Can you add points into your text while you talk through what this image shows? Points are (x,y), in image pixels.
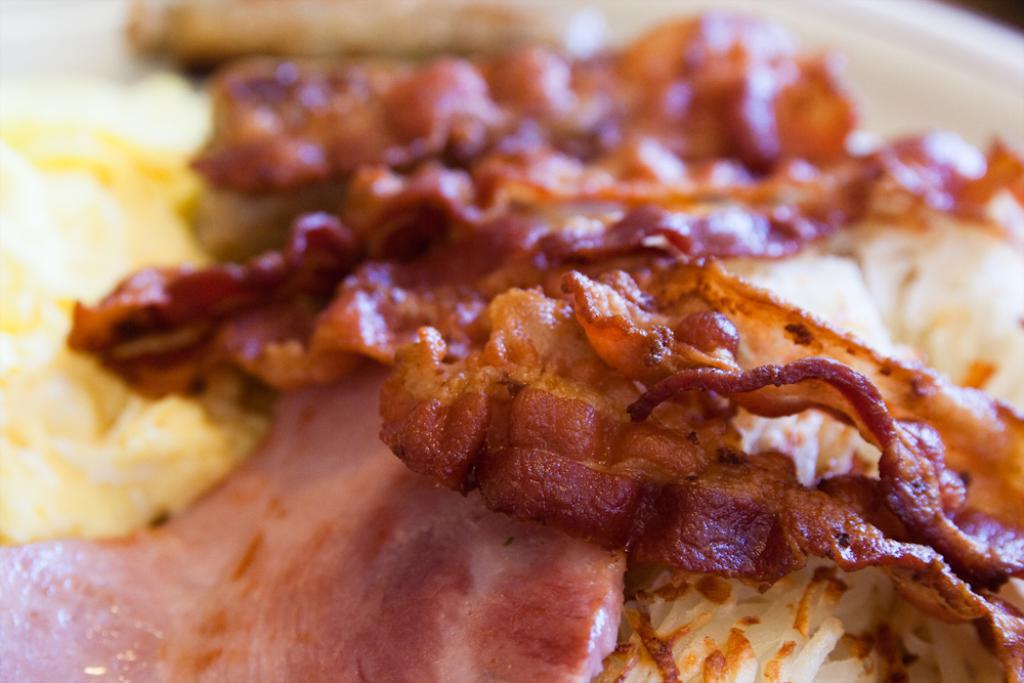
In this image I can see the food items (235,339).
